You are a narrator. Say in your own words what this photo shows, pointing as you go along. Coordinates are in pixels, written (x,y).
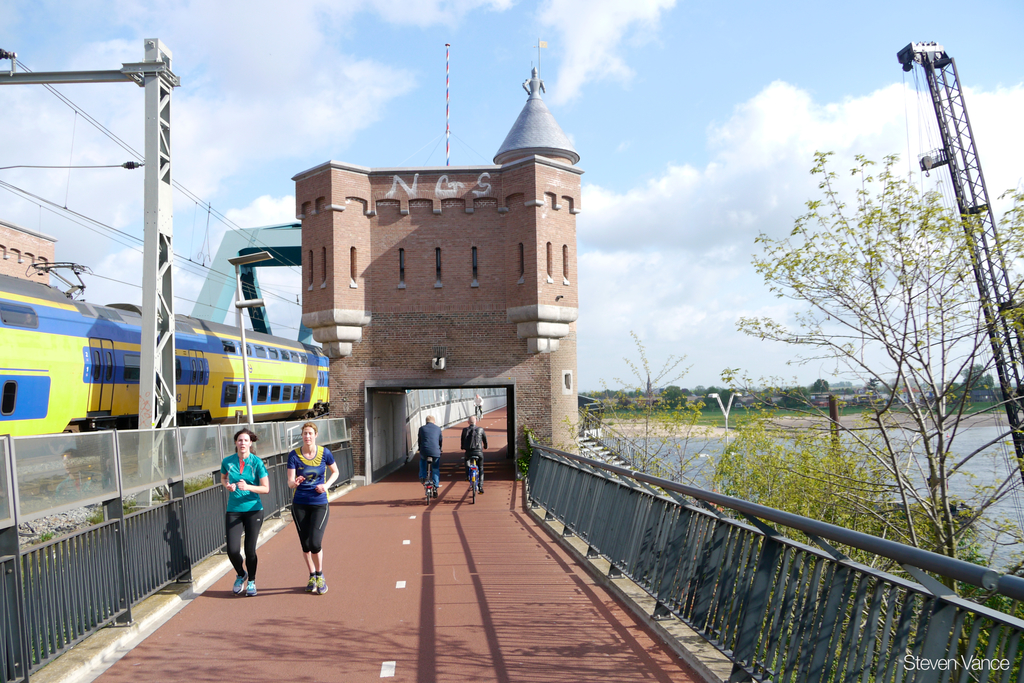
In this picture we can see group of people (247,496), few are running and few (428,427) are riding bicycles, beside to them we can see fence (177,461), poles (171,394) and a train (277,377), and also we can see water (746,439), few trees (906,335) and a crane (960,205).
